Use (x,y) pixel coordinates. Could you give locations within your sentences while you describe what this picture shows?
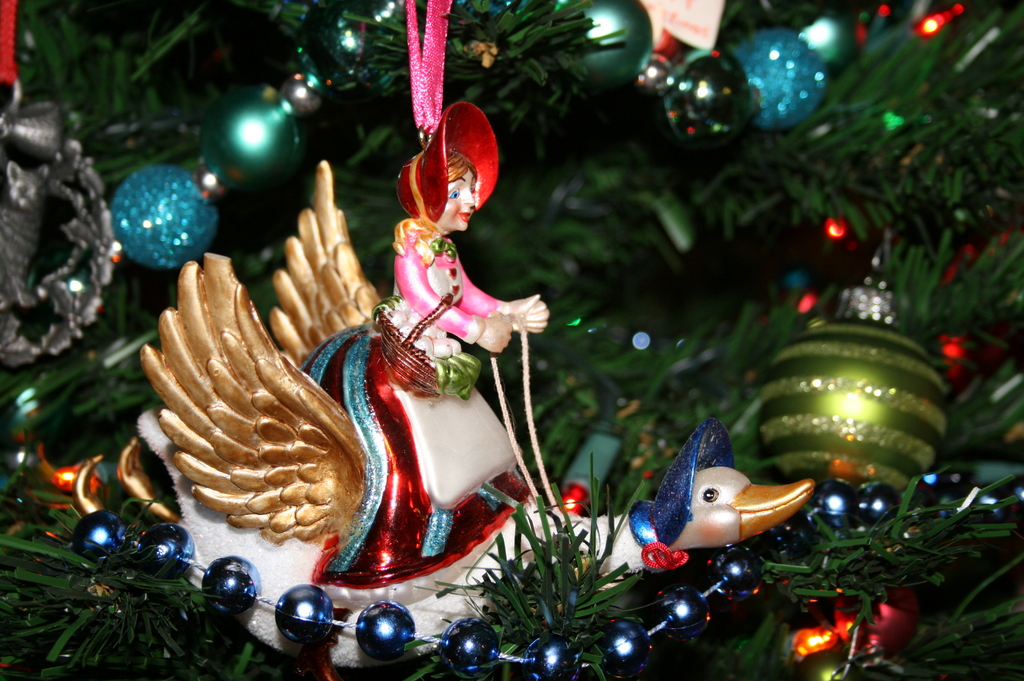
In this image we can see a tree (58,630) to which there are some balls (290,141) and lights (834,238) are attached at the foreground of the image (293,348) we can see a toy (354,539) of a lady person (381,502) who is sitting on a bird (435,606).
